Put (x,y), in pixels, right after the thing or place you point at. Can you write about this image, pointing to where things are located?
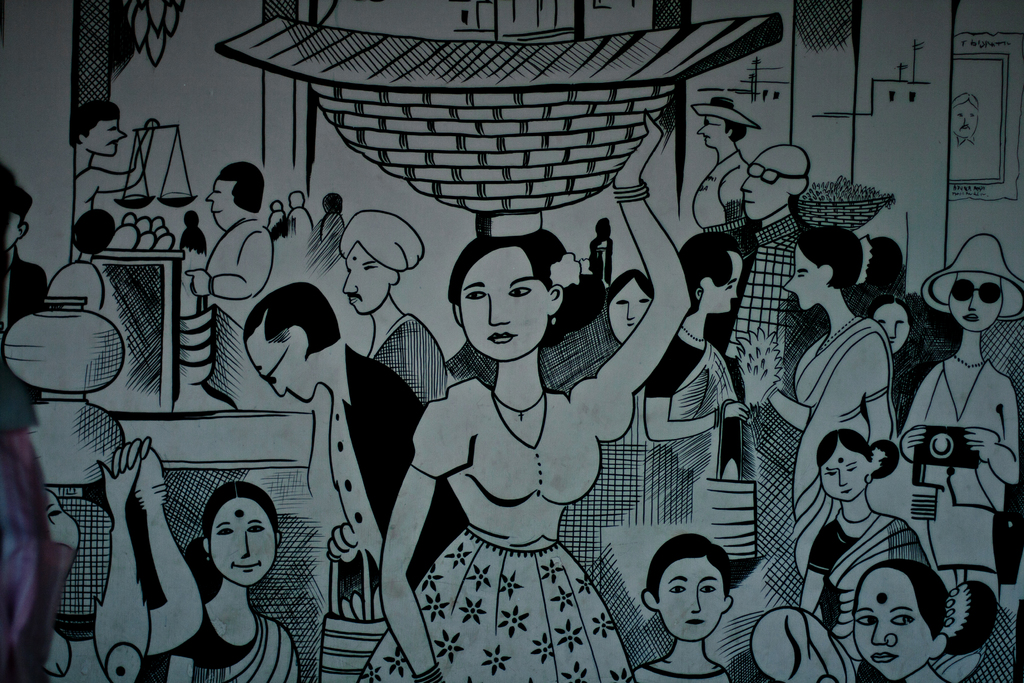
In the picture I can see the painting (583,380). In the painting (556,373) I can see a few persons (469,516). I can see a woman (479,536) in the middle of the painting (692,109) and there is a wooden basket (418,114) on her head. I can see a person (976,320) on the right side (961,556) holding the camera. There is a person (222,507) on the bottom left side (219,618) holding the fish (122,514). I can see a person (83,198) on the top left side (96,166) and he is holding the weighing balance (151,148).
